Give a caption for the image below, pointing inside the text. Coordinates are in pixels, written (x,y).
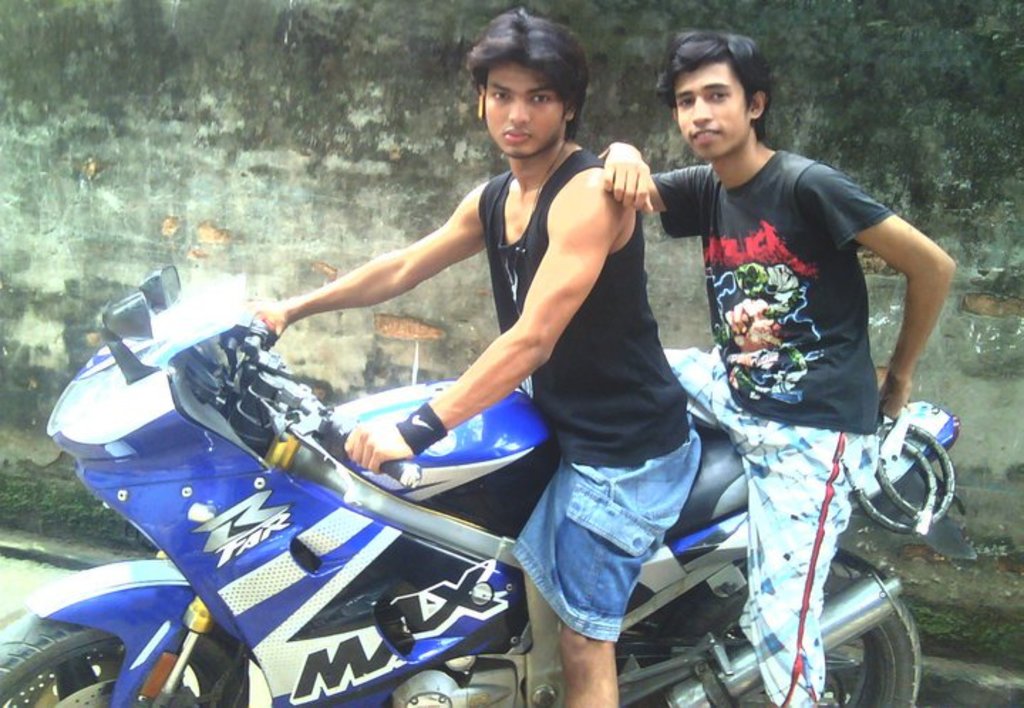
In this image we can see this two persons (826,351) are sitting on the blue color bike (331,540). In the background (319,154) we can see a wall (314,154).
